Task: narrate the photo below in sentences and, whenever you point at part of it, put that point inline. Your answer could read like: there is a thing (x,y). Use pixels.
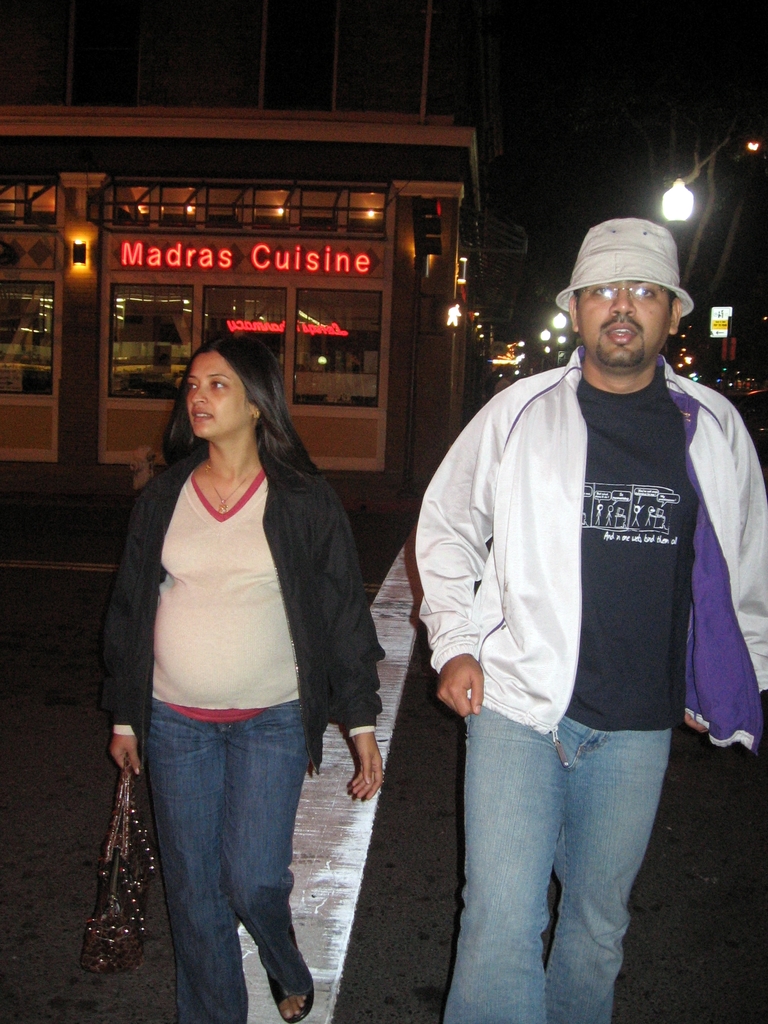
There are two people (528,703) walking and she is holding a bag (140,843). In the background (387,220) we can see building (389,210) and lights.
